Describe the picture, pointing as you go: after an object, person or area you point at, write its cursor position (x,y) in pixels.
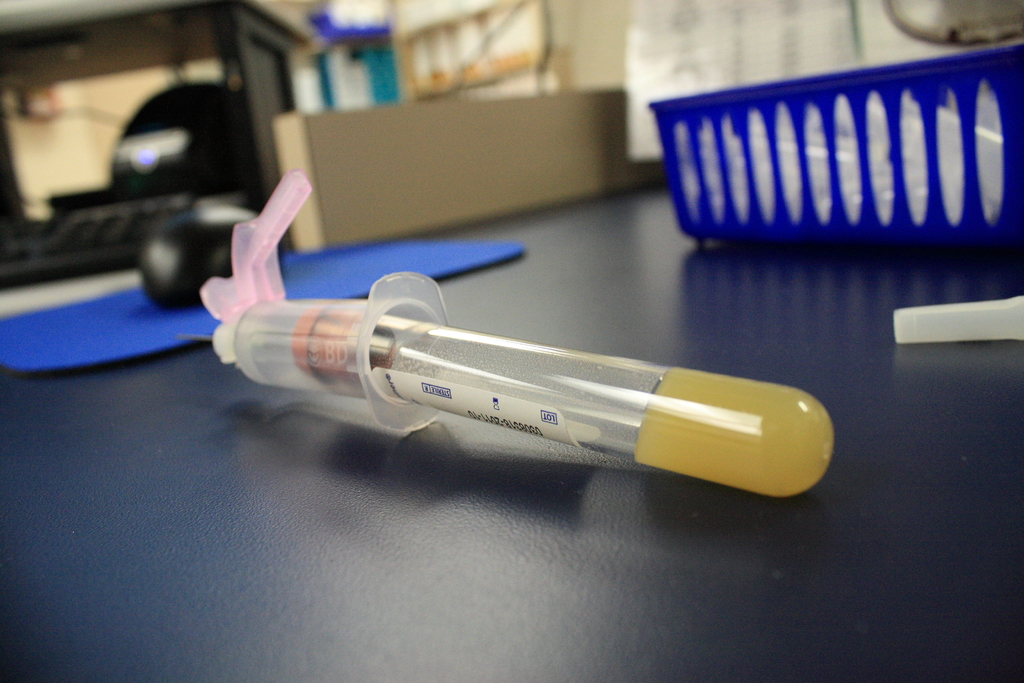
In this image at the bottom (467,590) there is one table (715,578), on the table (758,560) there is one injection (413,382), basket (969,187), mouse pad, mouse (216,267) and some object (899,326) is there. In the background (200,167) there is a wall (611,56), box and some objects (218,86).
